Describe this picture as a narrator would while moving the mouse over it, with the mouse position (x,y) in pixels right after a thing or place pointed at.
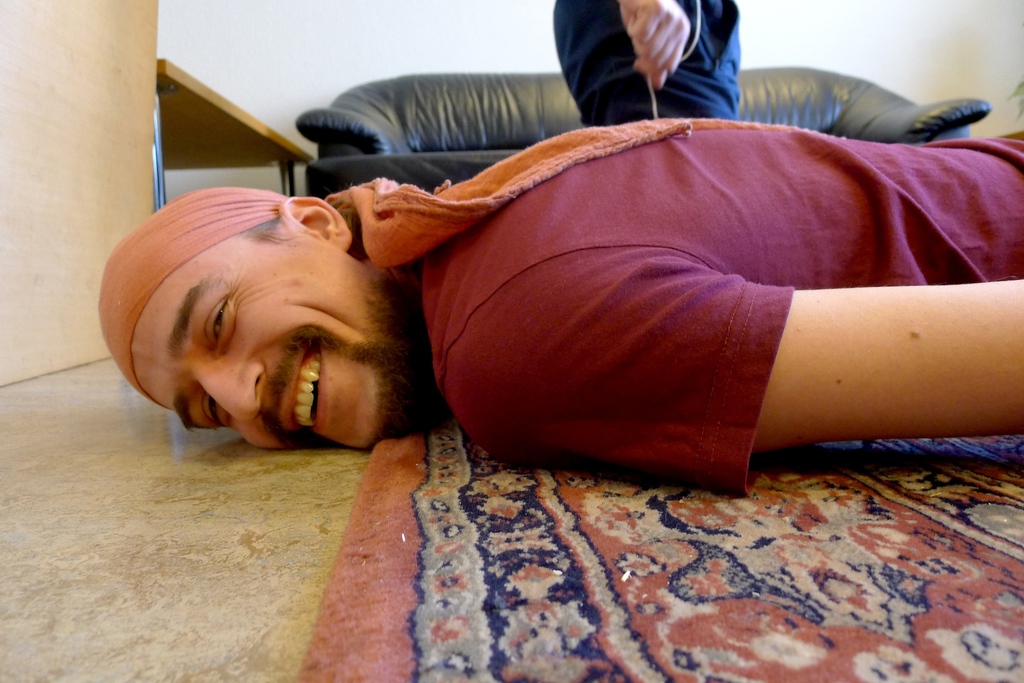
In this image in the center (496,315) there is one person (513,339) lying and smiling, and in the background (638,120) there is another person (645,84), couch (360,132), table (172,143) and on the left side (77,143) there is a wall (32,335). At the bottom (98,544) there is floor (159,600), on the floor (264,606) there is carpet (528,480) and in the background (200,42) there is wall (988,91).
